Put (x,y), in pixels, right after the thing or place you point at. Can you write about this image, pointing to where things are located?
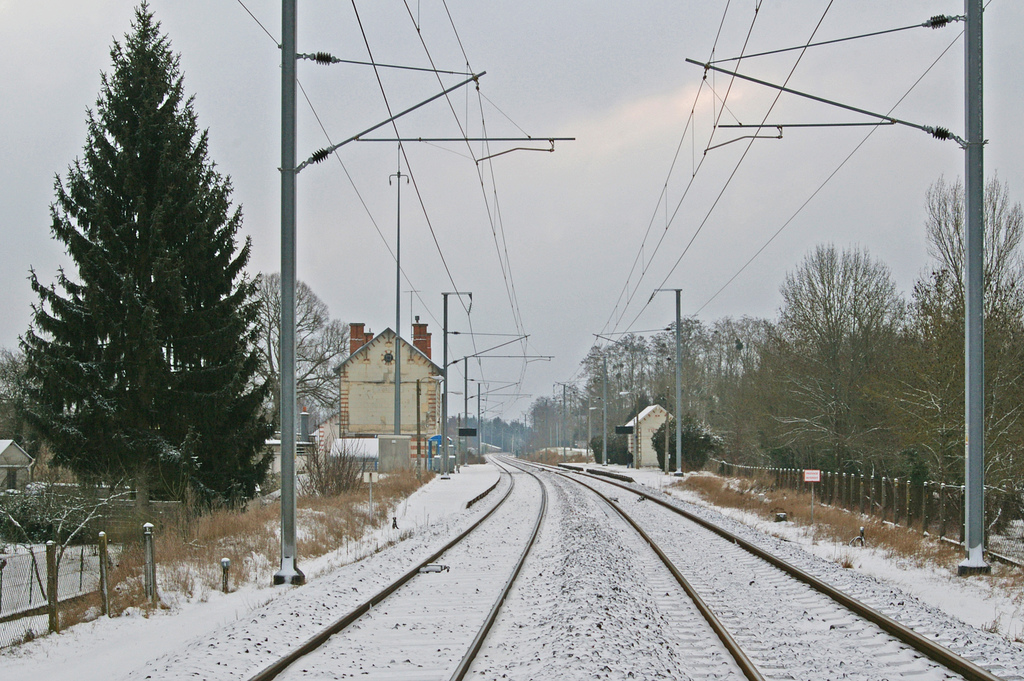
In this picture we can see railway tracks (490,629), electric poles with wires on the ground (580,594), here we can see fences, sheds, trees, name board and some objects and we can see sky (695,269) in the background (504,340).
